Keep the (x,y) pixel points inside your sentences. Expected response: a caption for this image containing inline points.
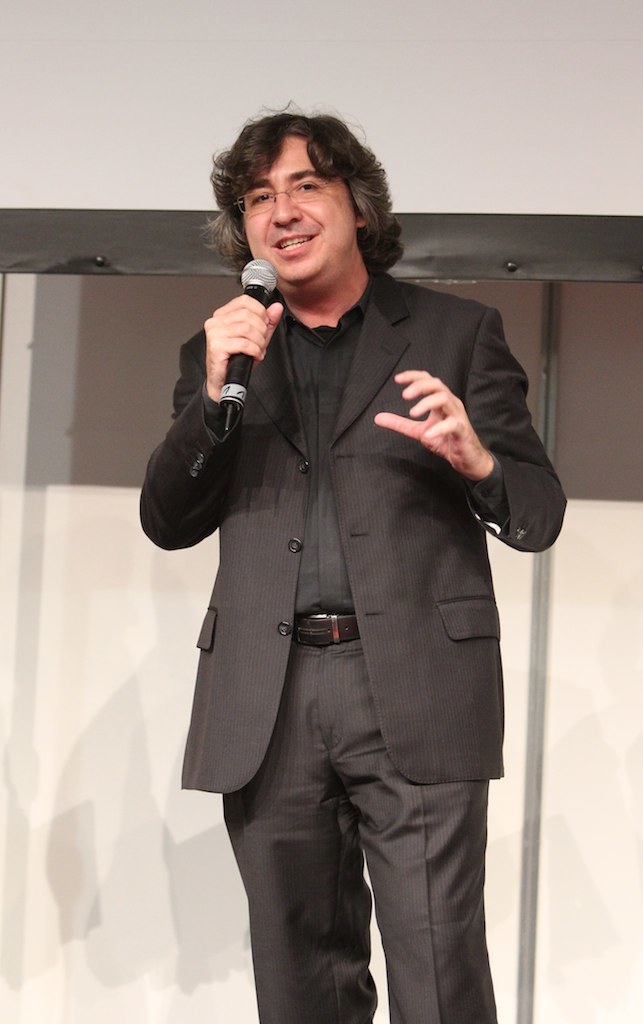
In this image in the center (235,495) there is one man (341,594) who is standing and he is holding a mike (258,270) it seems that he is talking, on the background (138,78) there is a wall (84,79).
